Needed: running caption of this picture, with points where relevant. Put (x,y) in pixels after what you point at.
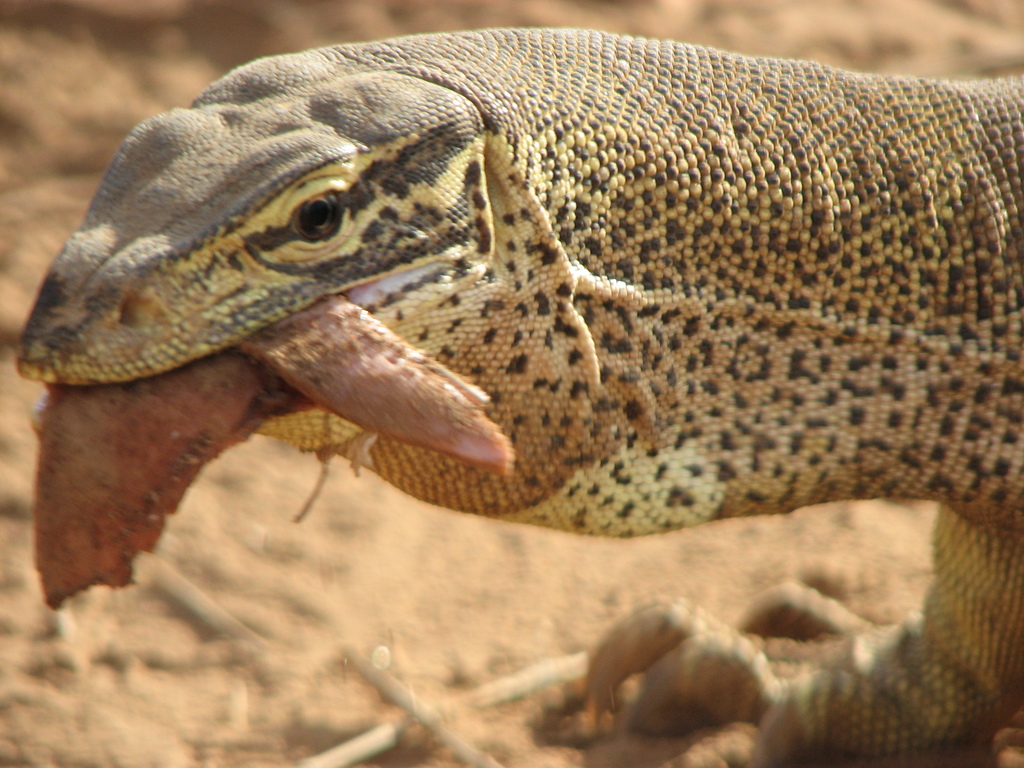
In this image I can see a reptile (811,496) which is in brown and black color.
